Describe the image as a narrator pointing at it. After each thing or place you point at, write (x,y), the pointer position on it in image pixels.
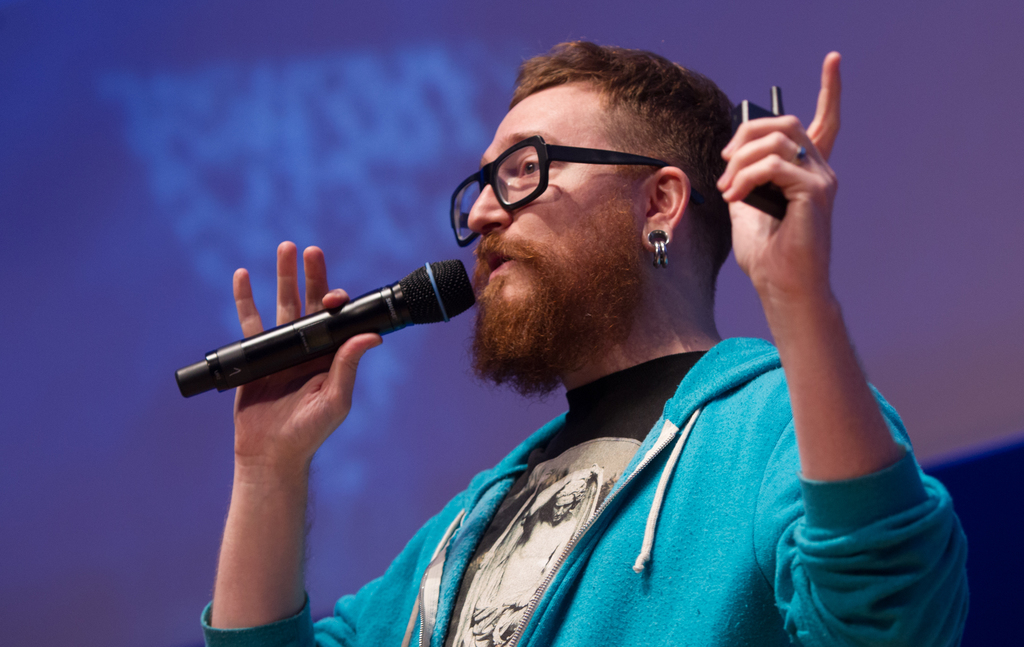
This image consists of a man (451,513) wearing a blue jacket (581,589). He is holding a mic (239,352). In the background (788,106), we can see a screen (192,325) in blue color.
